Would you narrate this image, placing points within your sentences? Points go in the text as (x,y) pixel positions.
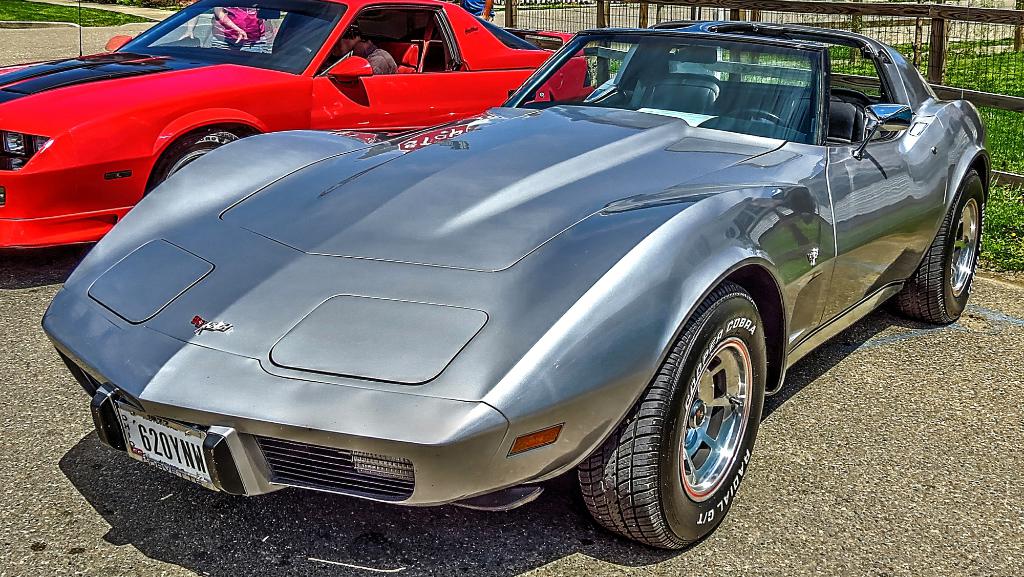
In this image we can see two cars (351,169) on the road (835,436), a person (379,62) sitting inside the car (342,68) and two persons (234,32) standing near the car (235,63) and in the background (944,21) there is a fence (955,33) and plants (1016,244).
